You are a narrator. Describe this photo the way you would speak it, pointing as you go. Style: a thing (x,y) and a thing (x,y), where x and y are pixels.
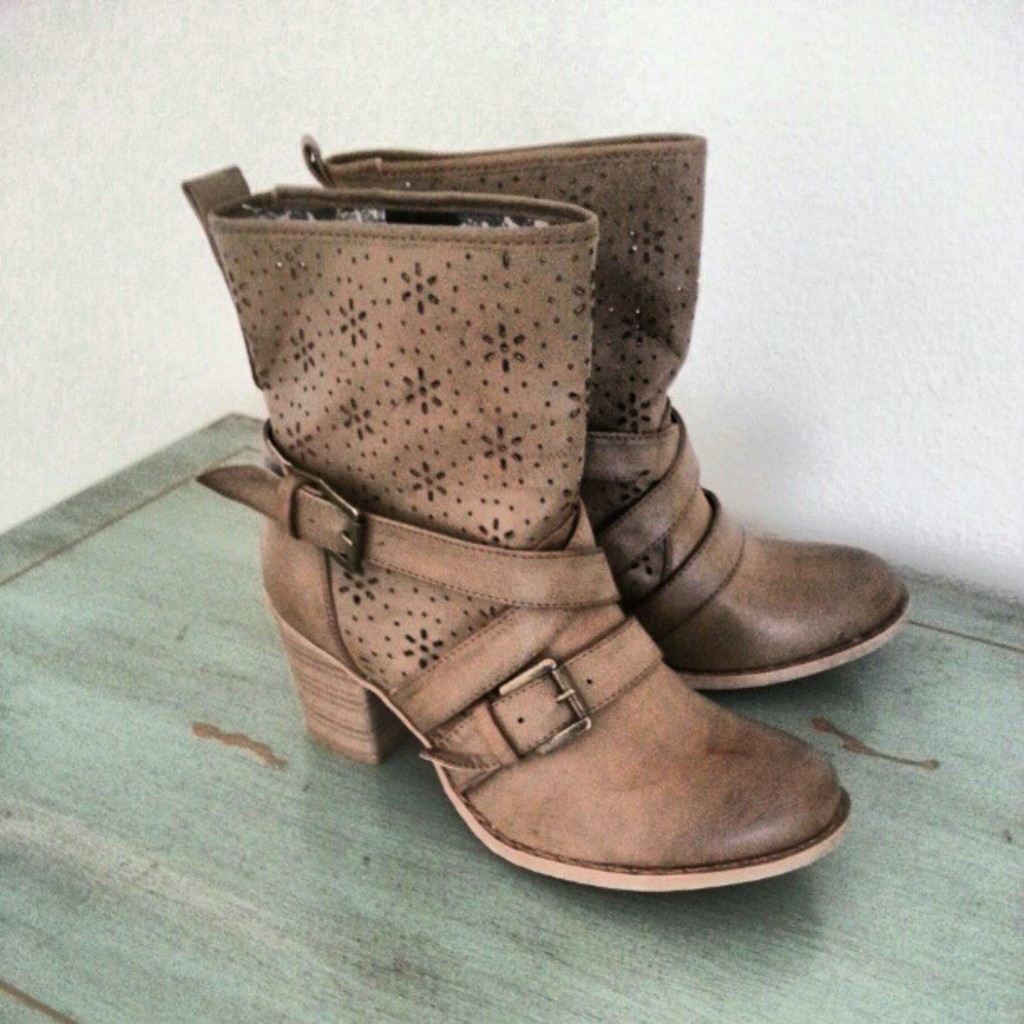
In this picture we can see shoes (440,444).
